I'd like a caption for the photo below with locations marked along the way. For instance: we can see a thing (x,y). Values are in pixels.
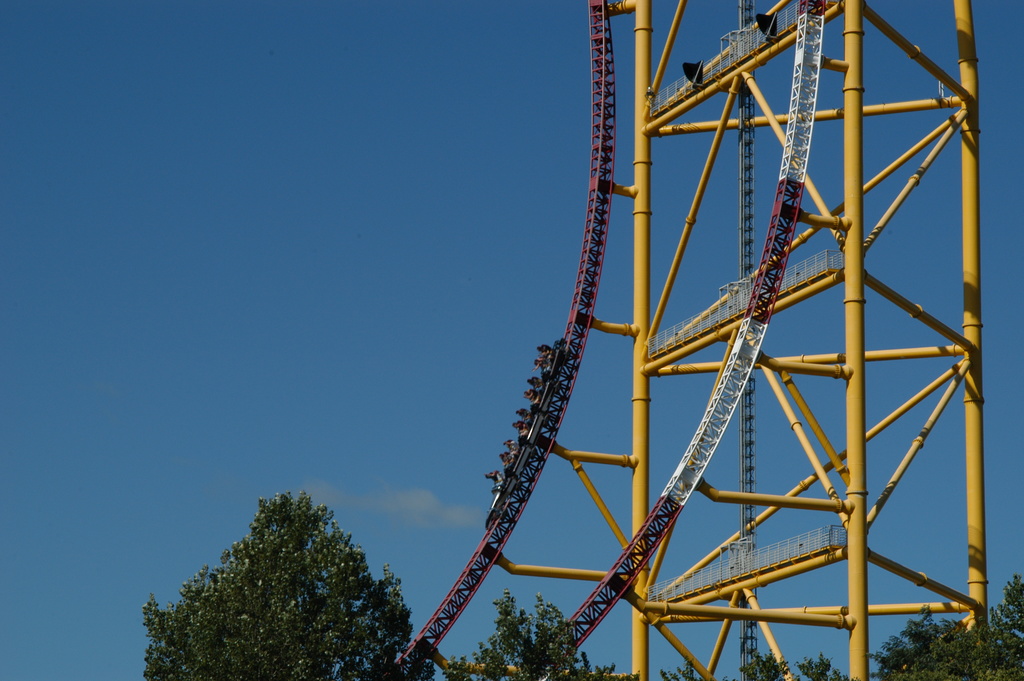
In this image we can see roller coaster (531,446) and persons (511,461). At the bottom of the image (1005,603) we can see trees (258,604). In the background (248,307) there is sky (228,258).
